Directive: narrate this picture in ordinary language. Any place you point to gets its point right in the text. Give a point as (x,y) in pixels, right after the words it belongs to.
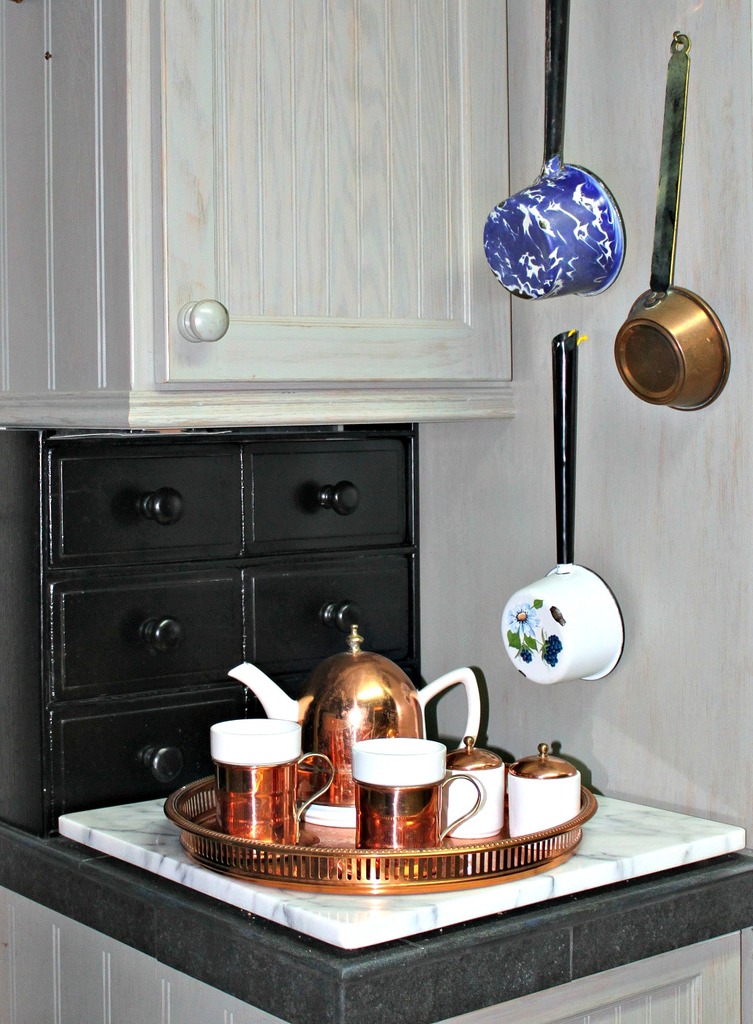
In the center of the image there are cups (396,773) and mug (418,754) on the platform (96,828). In the background of the image (193,560) there are cupboards (390,274). There are utensils (545,247) on the wall (631,12).
